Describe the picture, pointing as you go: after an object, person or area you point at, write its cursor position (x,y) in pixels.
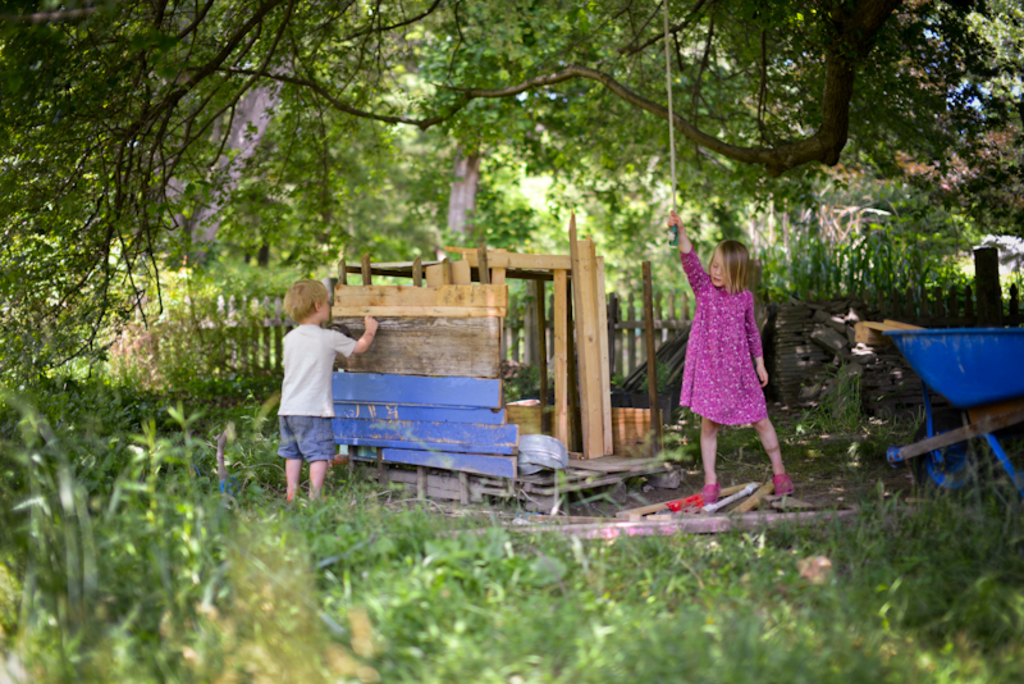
In this picture we can see plants (127,629), cart (950,344), boy (301,313), wooden objects (620,419), fence (228,324), girl (743,283) holding an object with her hand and some objects (687,505) and in the background (442,157) we can see trees (525,180).
